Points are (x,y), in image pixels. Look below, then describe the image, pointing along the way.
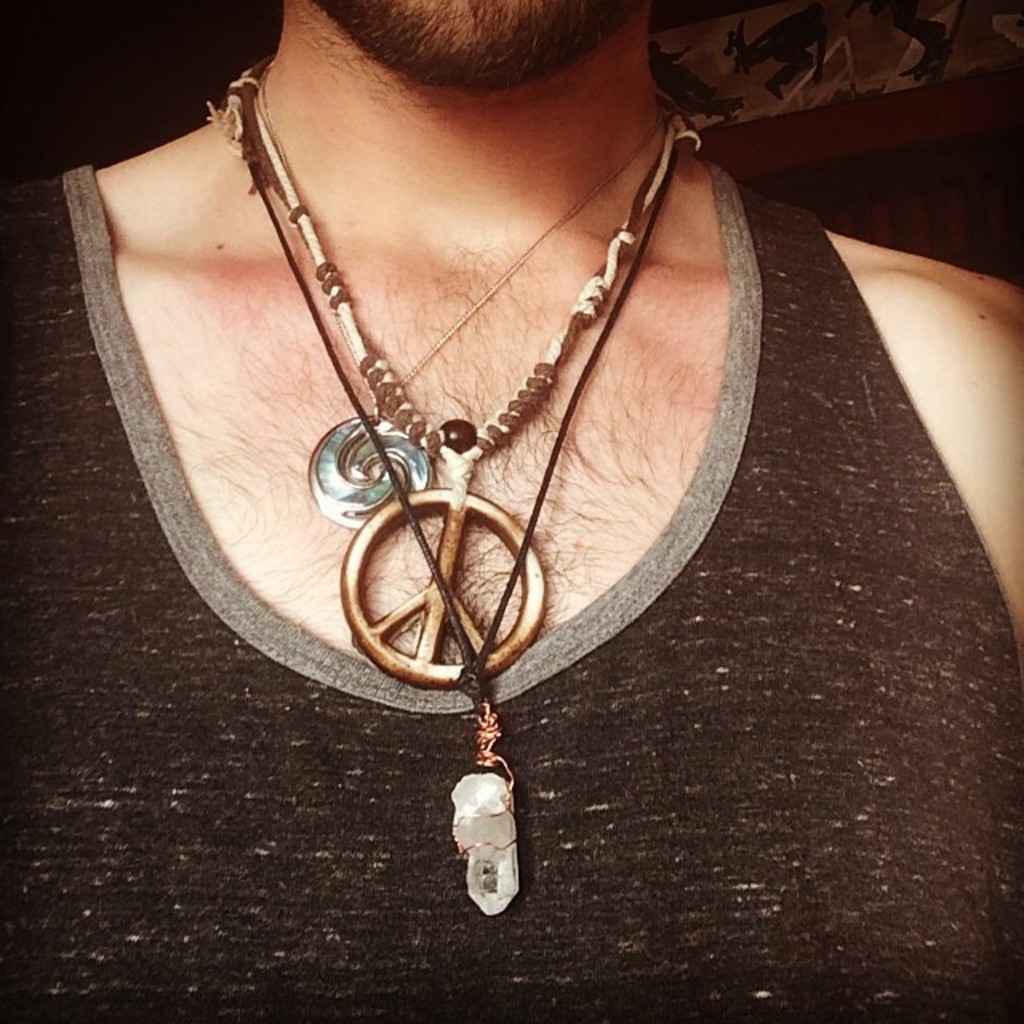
These are the different things (498,509) worn by a man (480,343), this is the inner wear (661,646) of him in black color.
